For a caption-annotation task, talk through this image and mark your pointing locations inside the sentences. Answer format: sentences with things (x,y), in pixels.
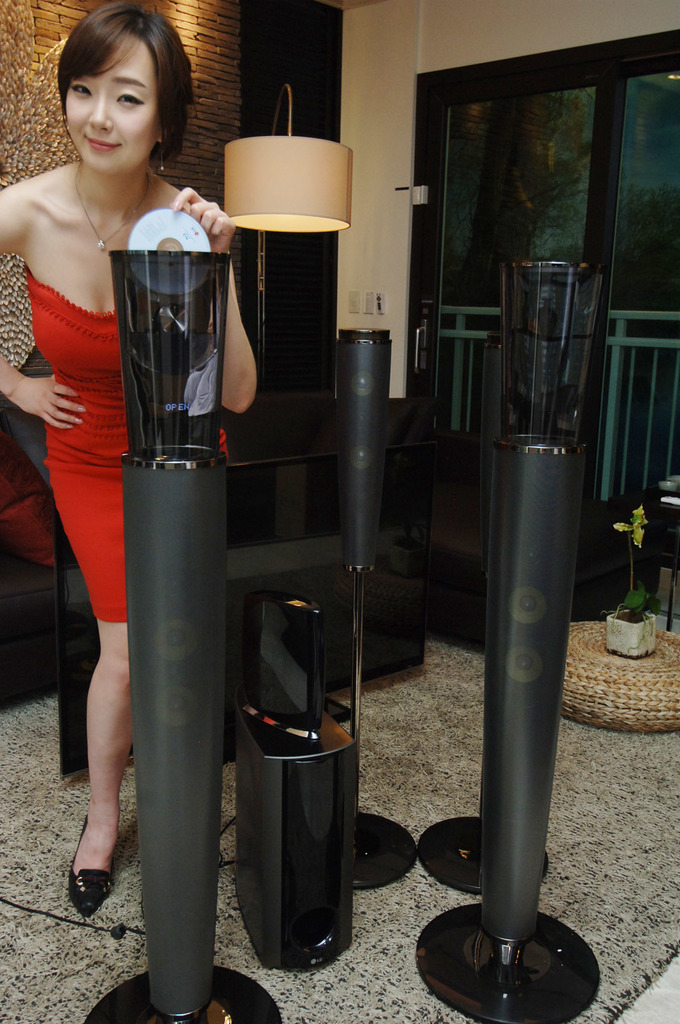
In this image I can see a women (99,764) is standing and I can see she is holding a disc (172,223). I can also see she is wearing red colour dress (88,367) and here I can see smile (89,143) on her face (73,118). In the background (610,233) I can see a lamp (306,161), a glass door (478,251) and a plant (656,604) in a pot (623,652).
